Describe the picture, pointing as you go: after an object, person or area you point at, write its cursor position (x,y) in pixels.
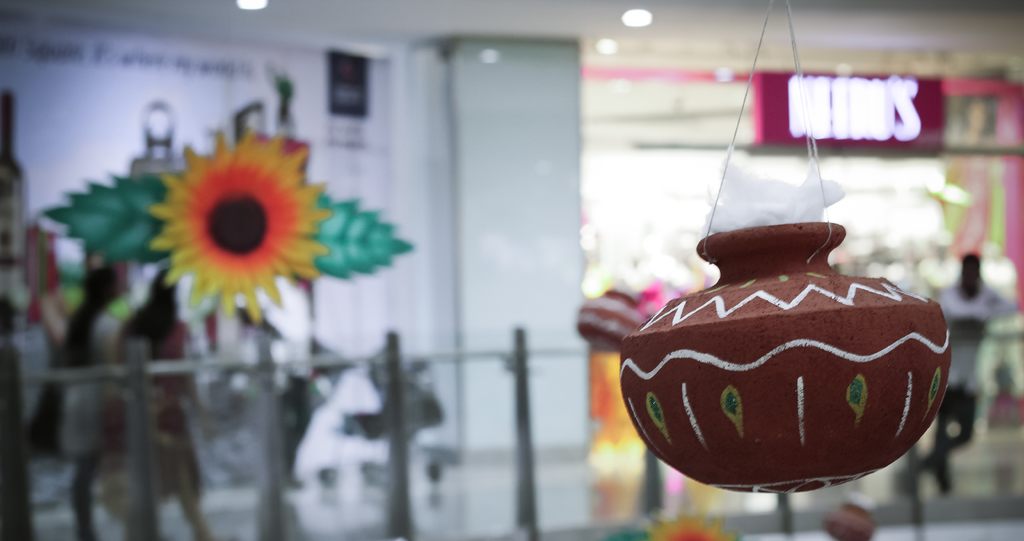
In this image there is a pot (676,376) with some cotton (765,203) hanging from the top, there is a poster (365,196) with some text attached to the wall (480,215), a fence (132,367), few people (163,396) and there is shop (653,188), there is a name board (844,118) at the front of the shop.
